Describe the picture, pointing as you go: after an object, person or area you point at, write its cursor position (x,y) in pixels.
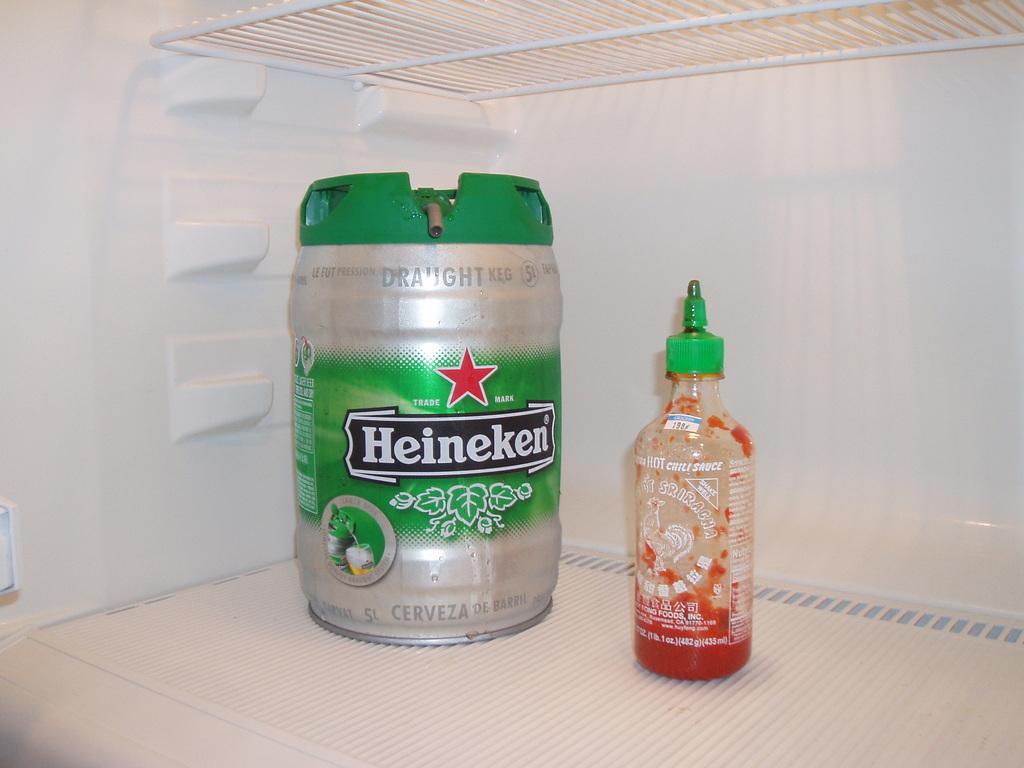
Picture inside of a fridge (854,493). In this fridge (206,228) there is a tin (397,541) and bottle (698,622).
